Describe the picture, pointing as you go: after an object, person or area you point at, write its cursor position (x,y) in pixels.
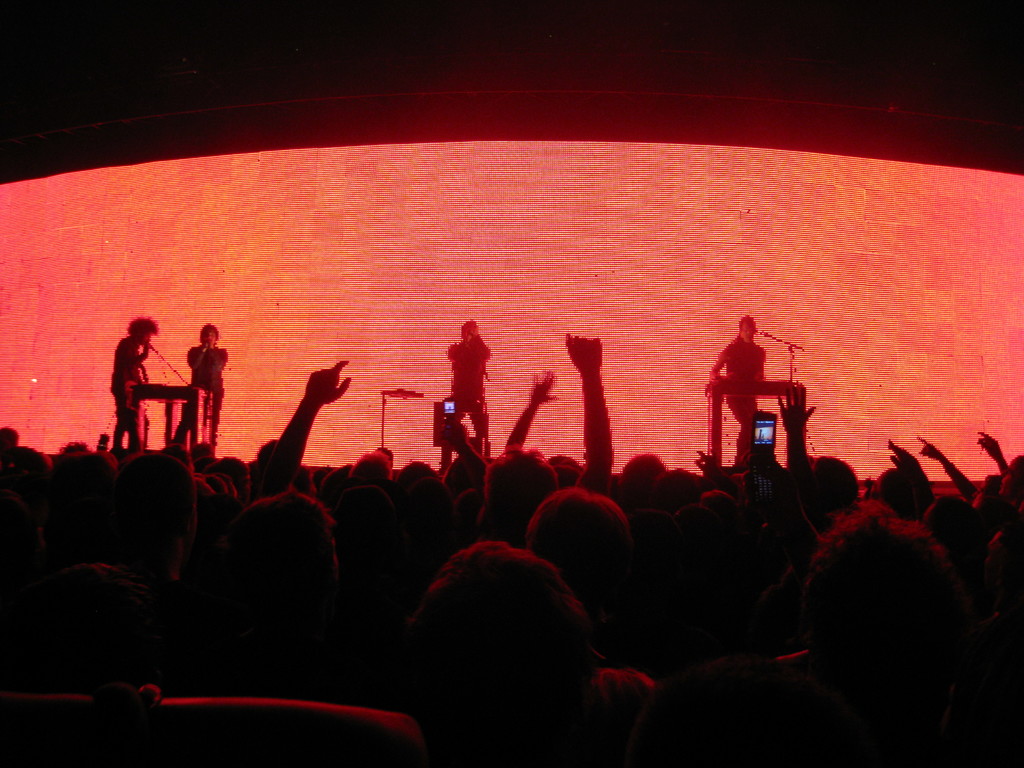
In this image we can see a group of persons (516,540). There are few people (747,364) in the background (210,365) holding mics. The background of the image (554,273) is red.
